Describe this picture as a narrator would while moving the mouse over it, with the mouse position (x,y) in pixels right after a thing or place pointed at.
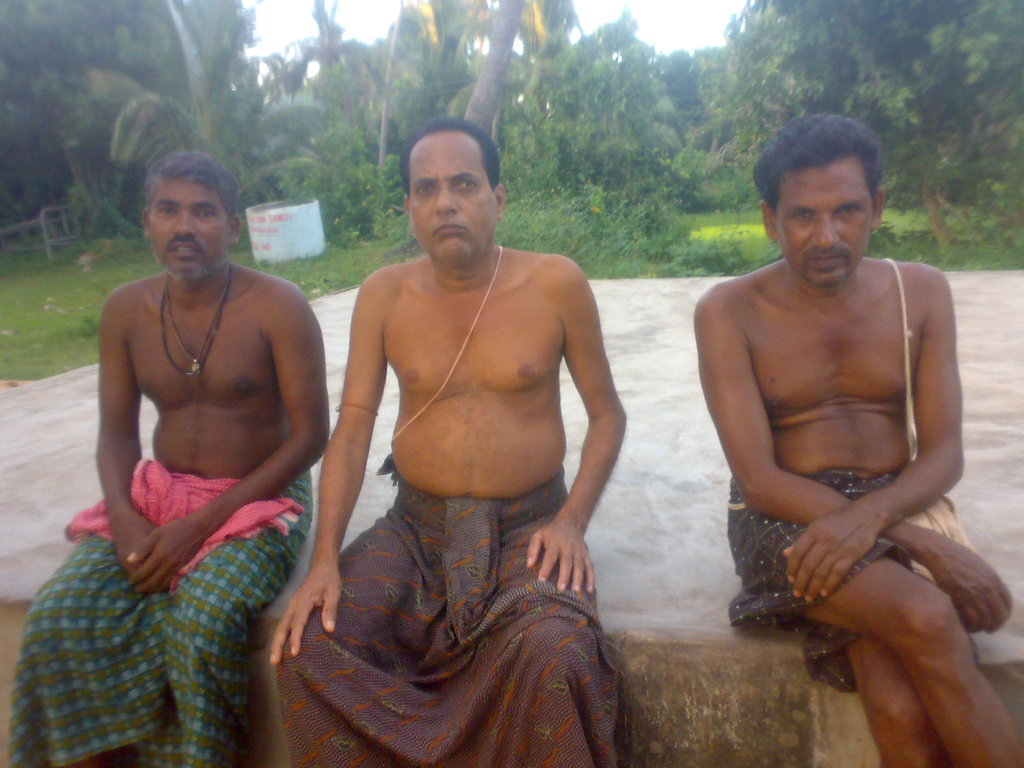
In this image there are people (725,371). There are trees (967,8) and grass (1018,242). There is sky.
